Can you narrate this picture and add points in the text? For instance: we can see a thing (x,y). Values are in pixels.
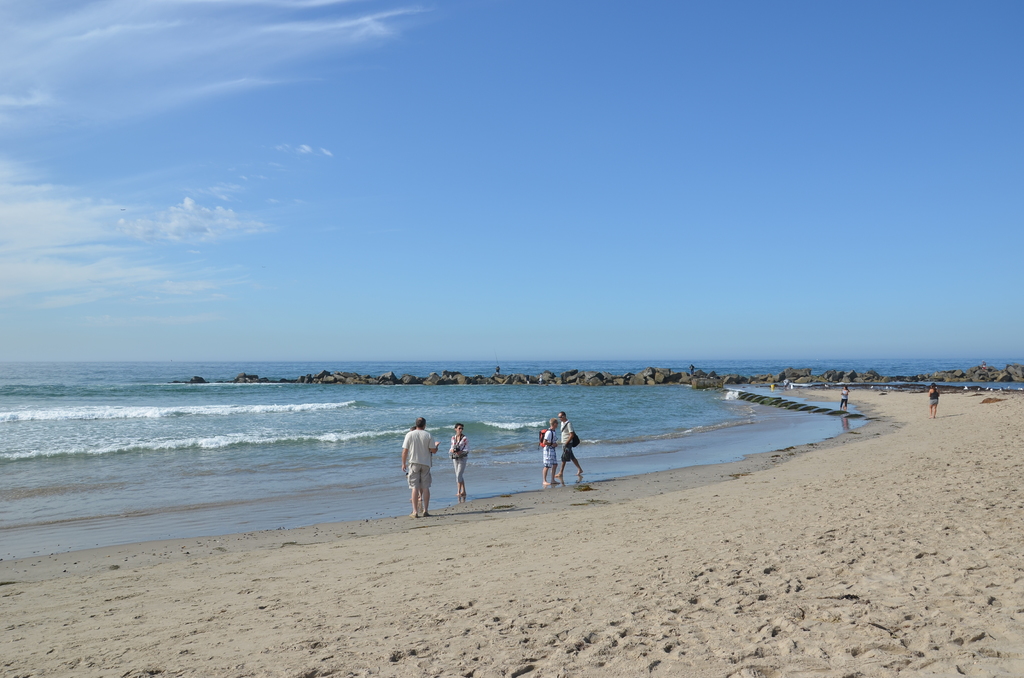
In this image we can see a few people (414,510) on the seashore (682,455), there are rocks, also we can see the ocean (125,402), and the sky (191,341).
